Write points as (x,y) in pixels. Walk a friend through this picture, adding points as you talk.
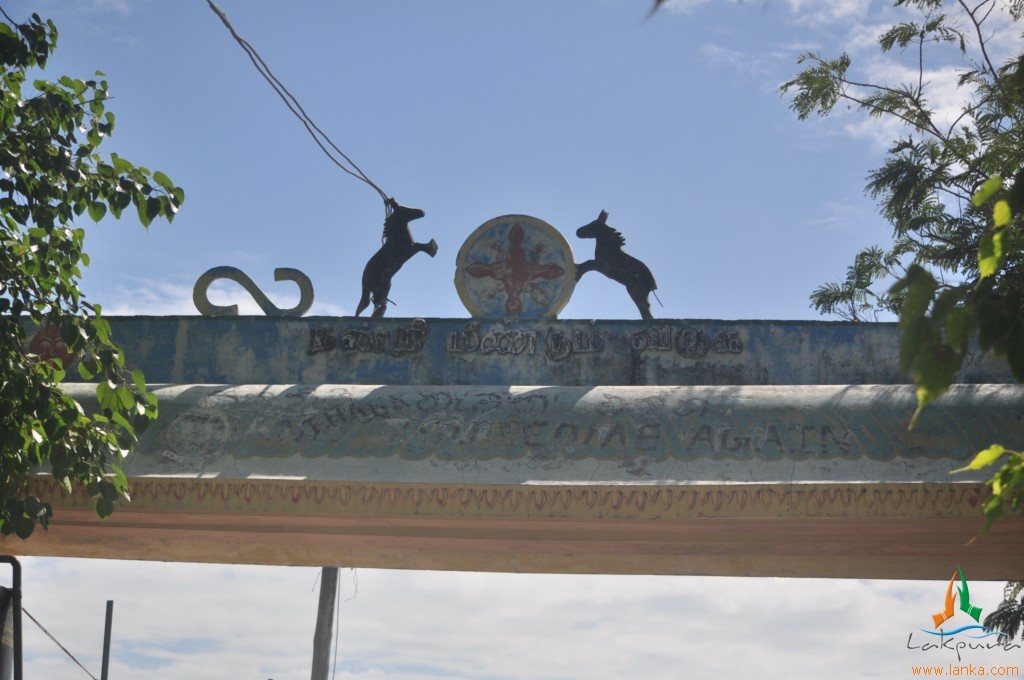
In the center of the image (423,345) there is a arch (929,489) on which there are depictions (387,249) of horses (392,235) and there is some text (553,354). To the both sides of the image there are trees (97,167). In the background of the image (455,147) there is sky (554,162). At the bottom of the image (915,672) there is some text (928,644).
